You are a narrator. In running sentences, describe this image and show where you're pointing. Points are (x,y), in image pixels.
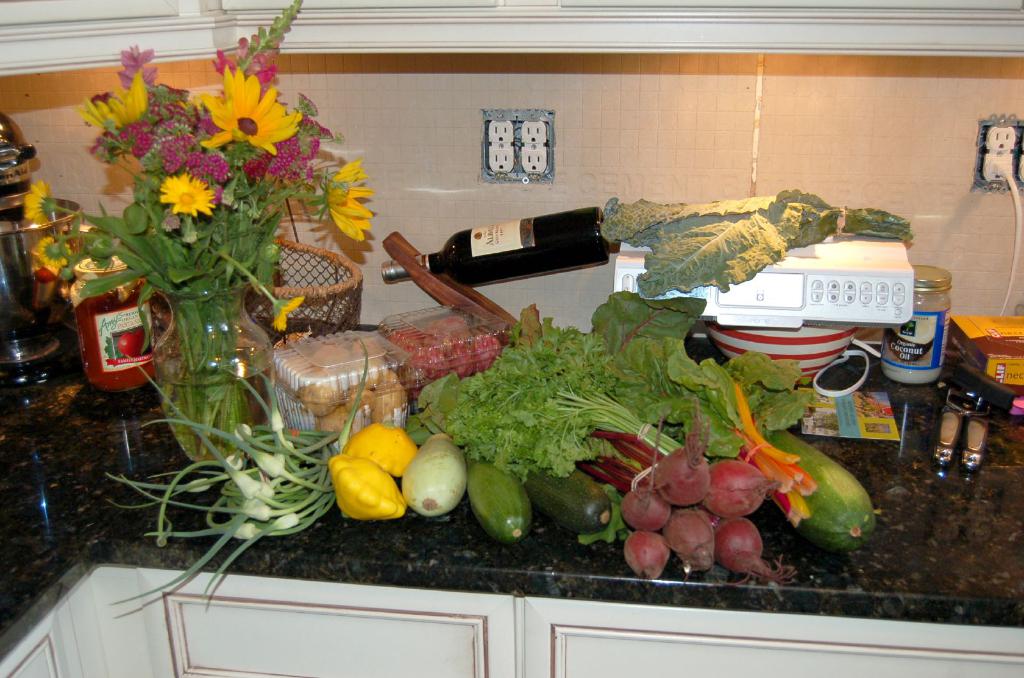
In this picture I can see few vegetables (445,407), couple of boxes (373,382), a weighing machine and I can see a flower vase (223,304) and few bottles (111,332) on the counter top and I can see few cupboards (537,623).
